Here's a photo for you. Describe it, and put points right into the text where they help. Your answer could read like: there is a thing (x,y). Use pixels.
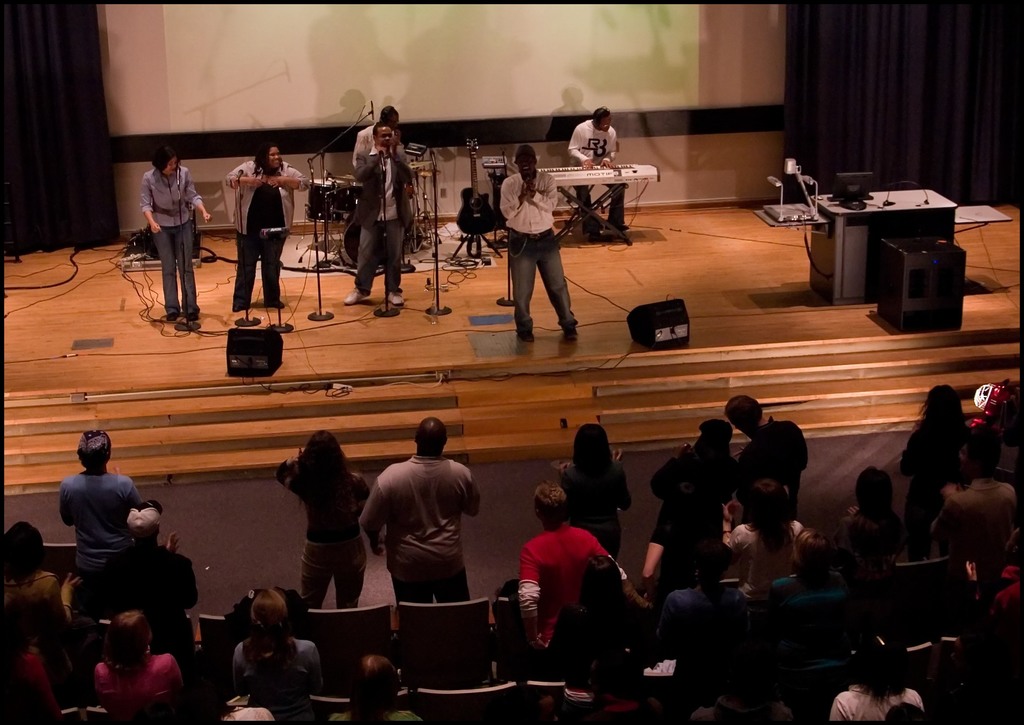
In this image I can see number of people (557,266) are standing. On the bottom side of this image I can see number of chairs (440,647) and in the centre (352,352) I can see stairs (362,411), a stage (549,357), a table (816,241), few lights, few wires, few mics (278,231), few musical instruments (639,173) and on the table (826,224) I can see a monitor (872,175) and few other things (794,211). On the top of this image (57,70) I can see few curtains (841,71).
